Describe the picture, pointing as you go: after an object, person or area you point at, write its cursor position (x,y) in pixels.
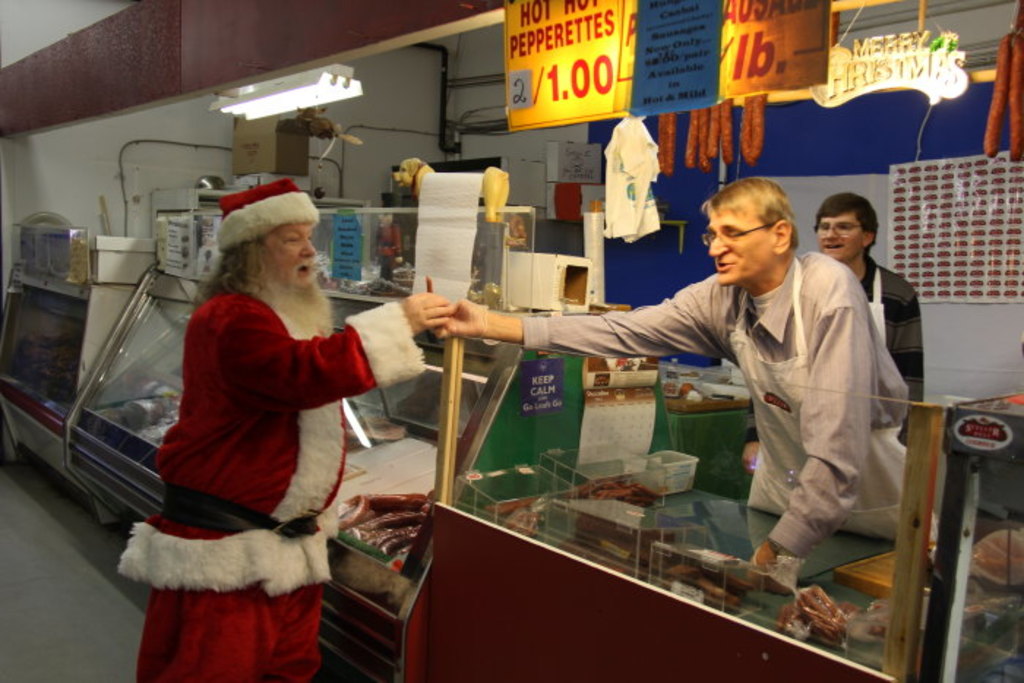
In the picture we can see a man (311,350) in Santa costume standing outside the shop (181,87) and shaking the hand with a person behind the glass desk (902,671) and in the glass desk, we can see some food items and beside it also we can see some glass desks (162,375) with food items (362,532) in it and to the ceiling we can see the lights (294,100).
